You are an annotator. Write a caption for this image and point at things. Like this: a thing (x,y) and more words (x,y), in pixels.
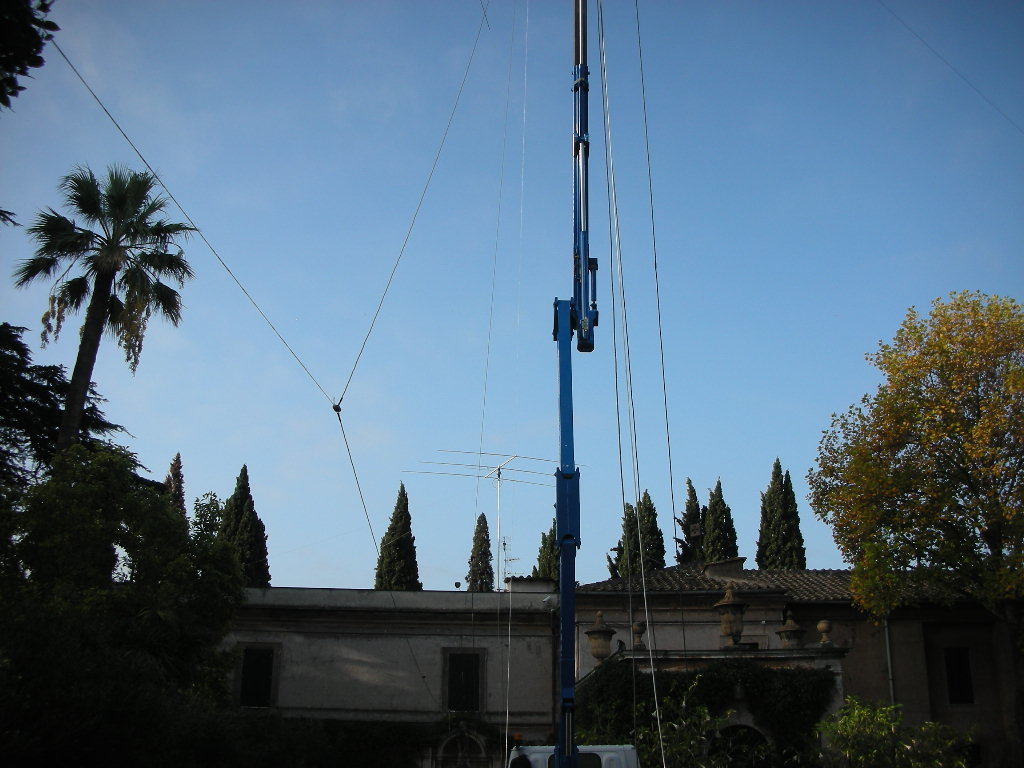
In this image there is the sky (350,142), there are trees (481,551), there are trees (840,492) truncated towards the right of the image (967,414), there are trees (48,263) truncated towards the left of the image (42,525), there are trees (72,605) truncated towards the bottom of the image (748,734), there is a building (654,644), there is a pole (566,555) truncated towards the bottom of the image (564,745), there are wires (640,545), there is an antenna (503,473) on the building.
